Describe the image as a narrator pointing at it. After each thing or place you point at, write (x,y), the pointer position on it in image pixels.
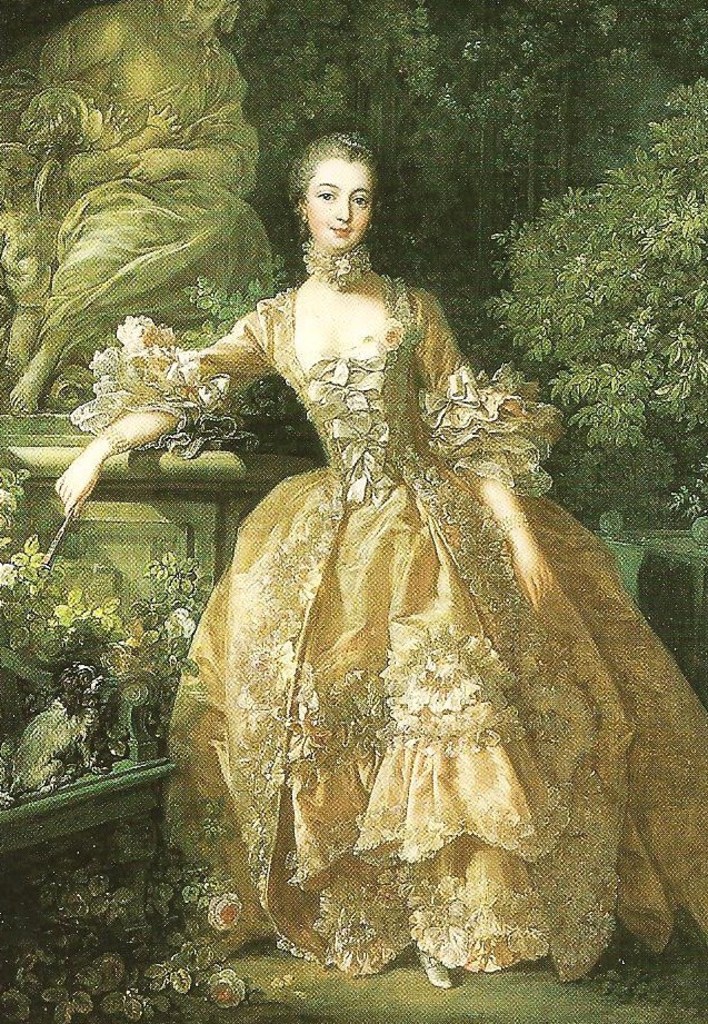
In this image, we can see a painting (559,471). In the middle of the image (367,370), we can see a painting (494,503) of a woman (431,767). In the background (278,174), we can see some painting (679,354) of some plants (648,292), person (88,135).
